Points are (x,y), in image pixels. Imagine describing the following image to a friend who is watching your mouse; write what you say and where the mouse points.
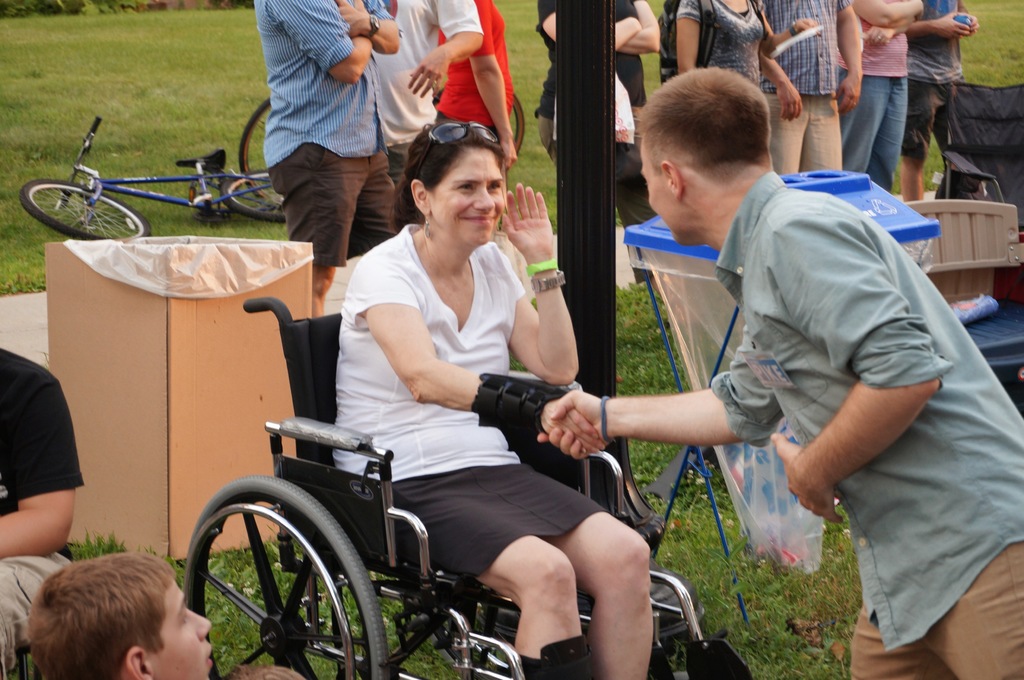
On the left side (33,377), there is a person (32,368) in black color t-shirt (31,403) sitting near a boy (163,630). Beside this boy (191,636), there is a woman (463,258) in white color t-shirt (501,305) sitting on a wheel chair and is shaking hand (556,414) with a person (780,264) who is in gray color shirt (937,428) and is slightly bending on the grass (816,630) on the ground (838,636). In the background (310,69), there are persons (294,66) in different color dresses (879,111) standing near a dustbin (246,263), box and other objects (993,162) and there is a bicycle (99,179) fallen on the grass (176,33) on the ground (1006,49).
